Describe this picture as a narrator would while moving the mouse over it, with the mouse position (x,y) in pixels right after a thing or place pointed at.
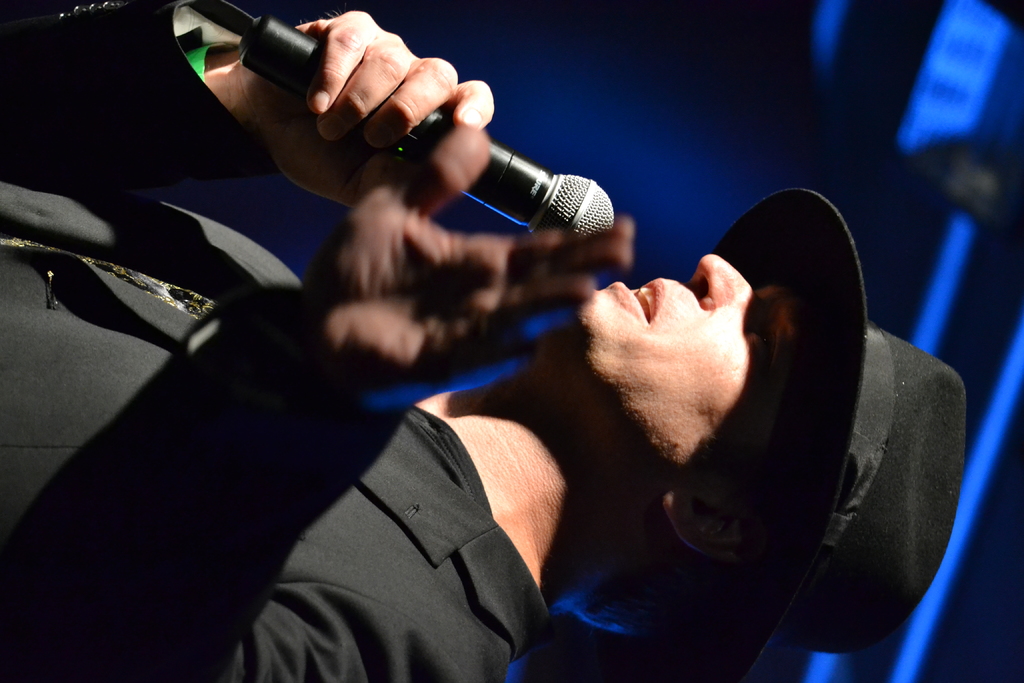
In this image we can see a person (684,456) wearing a dress (447,519) and hat (795,475) is holding a microphone (575,196) in his hand (342,117). In the background (981,452), we can see some lights (985,467).
